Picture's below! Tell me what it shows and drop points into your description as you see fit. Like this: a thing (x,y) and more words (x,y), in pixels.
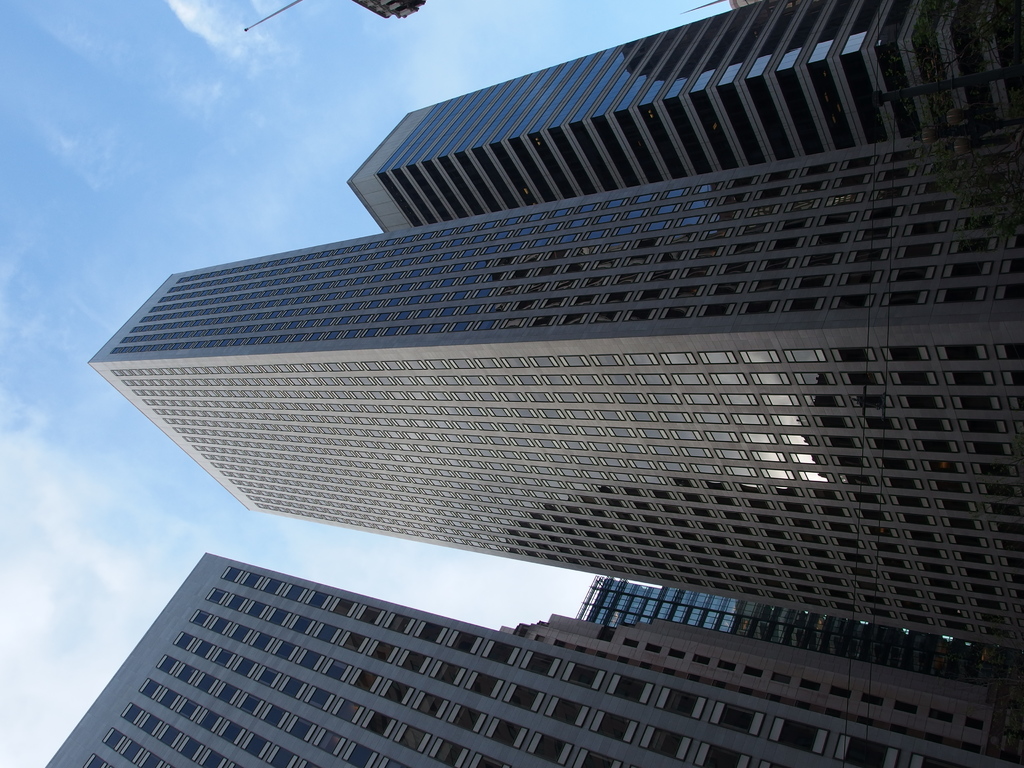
In this image we can see buildings (583,312) and sky (290,247) with clouds (136,608) in the background (169,142).
